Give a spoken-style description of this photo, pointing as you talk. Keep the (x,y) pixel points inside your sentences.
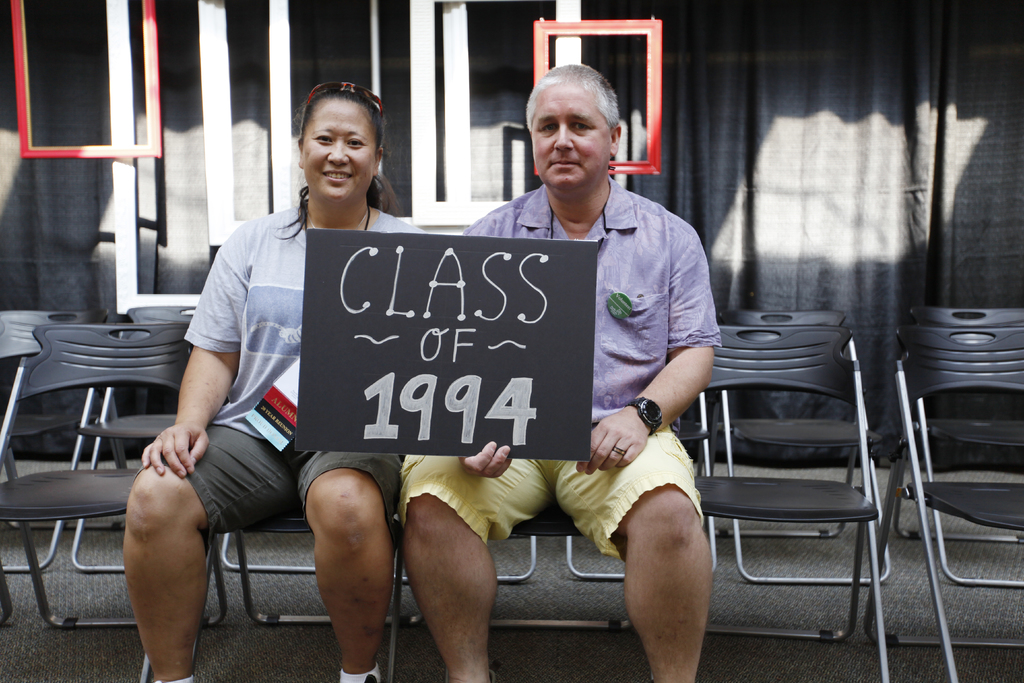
In this image I see a woman (365,662) and a man (663,246) and both of them are holding a board (569,387), which says "Class Of 1994". In the background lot of chairs (8,420).
